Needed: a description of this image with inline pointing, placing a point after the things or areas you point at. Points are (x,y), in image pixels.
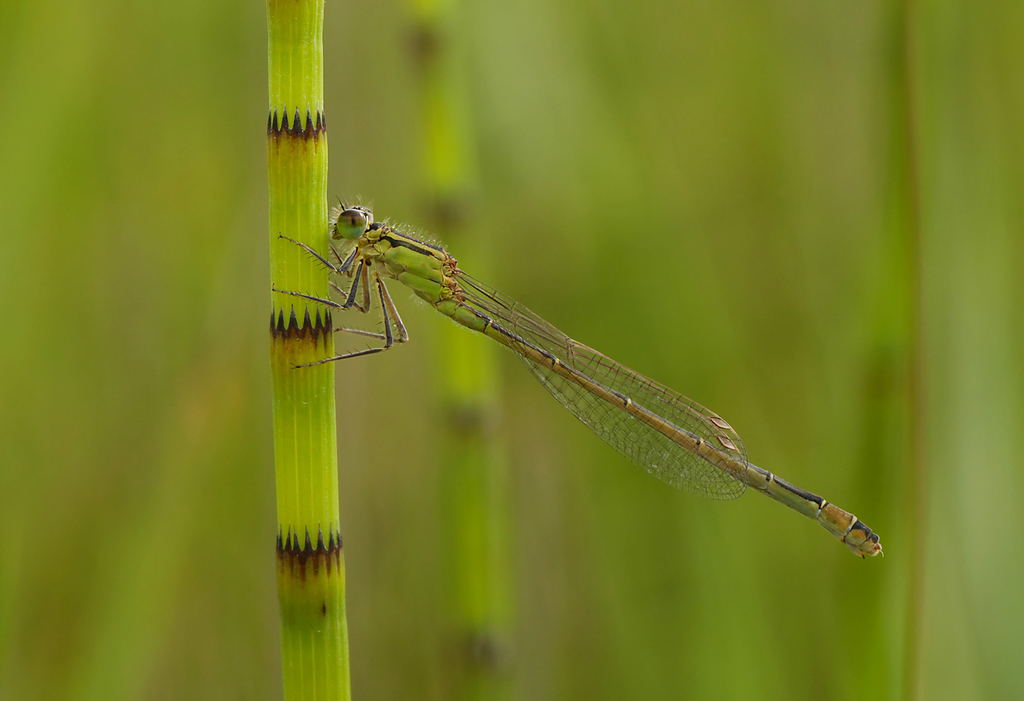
In this image we can see an insect (393,339) on the plant (310,374) and the background (361,372) is blurred.
